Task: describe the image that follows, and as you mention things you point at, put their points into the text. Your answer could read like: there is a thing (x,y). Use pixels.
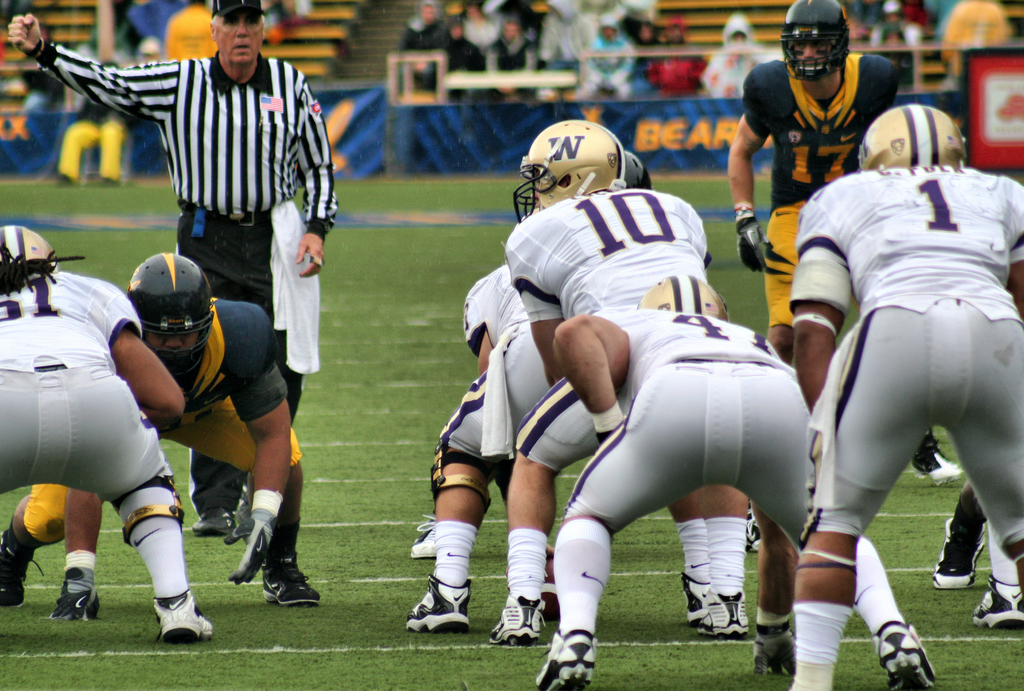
In this image there are people (523,396) wearing helmets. Left side (206,493) there is a person (226,100) wearing a cap (248,5). He is standing on the grassland (343,469). Behind him there is a person (79,146) sitting on the chair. There are banners (136,166). Top of the image (608,30) there are people (993,35) sitting on the benches (699,27) which are on the stairs (394,31).
